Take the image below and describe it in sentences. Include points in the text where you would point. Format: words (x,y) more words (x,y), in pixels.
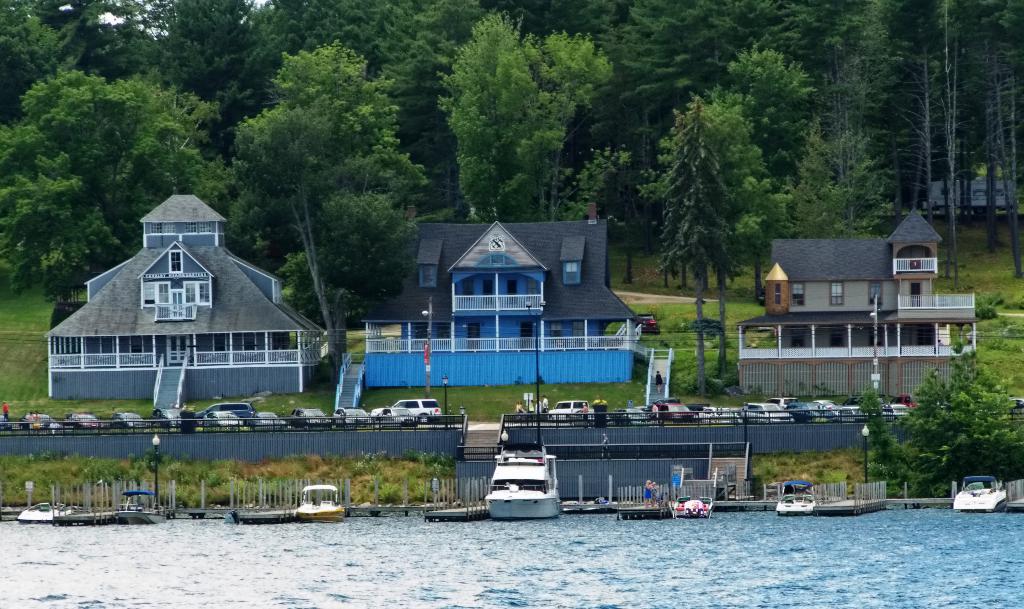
In this image at the bottom (85,539) we can see boats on the water (500,549), plants (278,471), trees (992,460), light poles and few persons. In the background (612,290) we can see buildings (384,332), trees (468,151), steps (163,383), railings (157,423), windows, doors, persons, sky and objects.
